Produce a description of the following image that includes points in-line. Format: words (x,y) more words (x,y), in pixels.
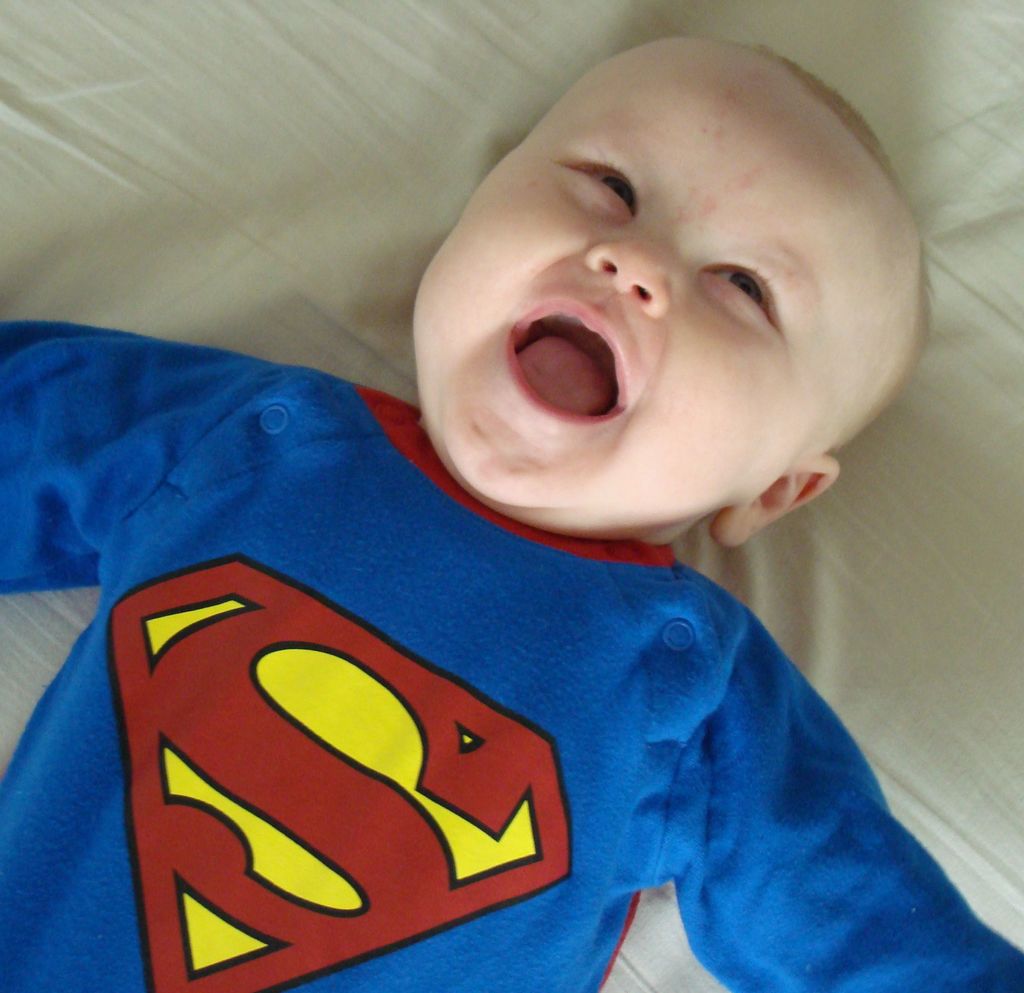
As we can see in the image there is a child (617,320) wearing blue color dress (344,636) and laying on bed (448,106). On bed (407,109) there is white color bed sheet (303,107).
